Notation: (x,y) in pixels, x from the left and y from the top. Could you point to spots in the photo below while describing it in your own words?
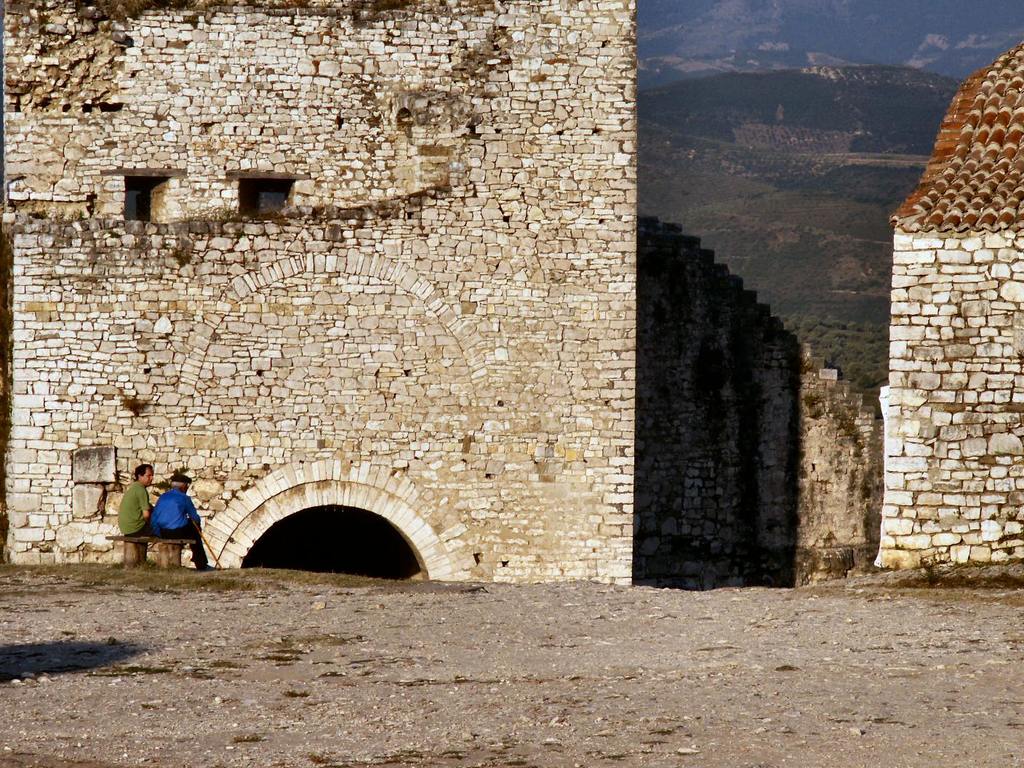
On the left side of the image (176,491) we can see persons (124,533) sitting on the bench (133,538). At the bottom of the image (356,596) we can see ground (689,633). In the background (673,461) we can see buildings (745,368), hills (761,197) and trees (744,88).
